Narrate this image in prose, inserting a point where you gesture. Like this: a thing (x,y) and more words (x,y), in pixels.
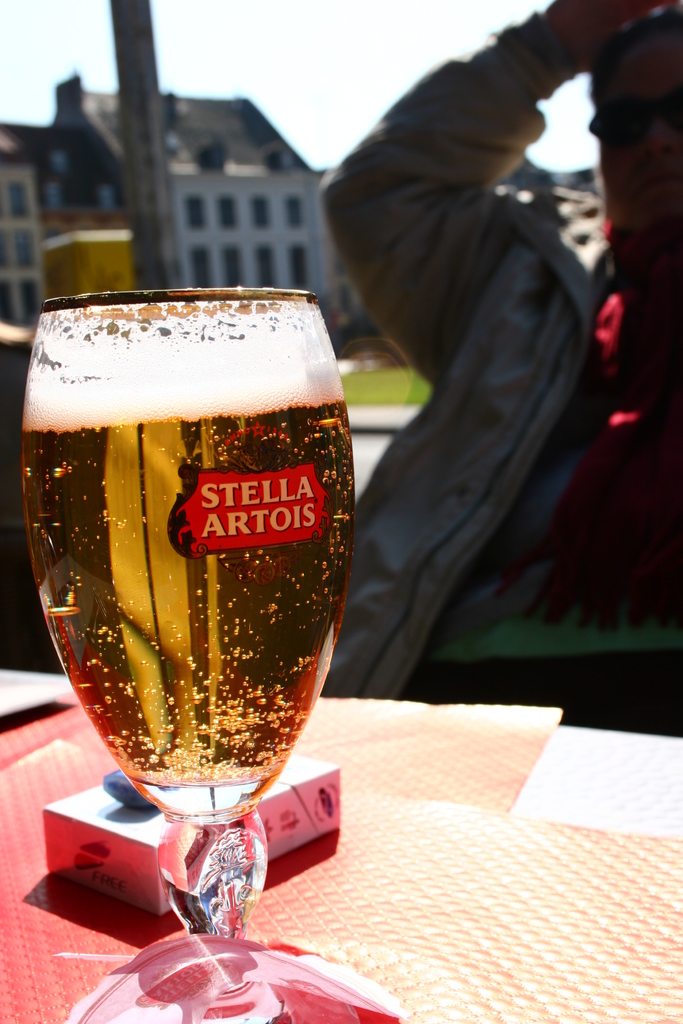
On the left side of the image (190,679), we can see a glass (226,599) with liquid (273,688) and foam (212,385). On the glass (228,863) we can see some text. Behind the glass (187,963) there is a box (317,803) on the table mat (386,802). On the right side of the image (536,375), we can see a person (536,488) sitting and wearing goggles (677,118). In the background (322,279), there are buildings (311,281), walls (187,179), pole (148,75), grass (369,390), road (408,413) and the sky (379,117).
